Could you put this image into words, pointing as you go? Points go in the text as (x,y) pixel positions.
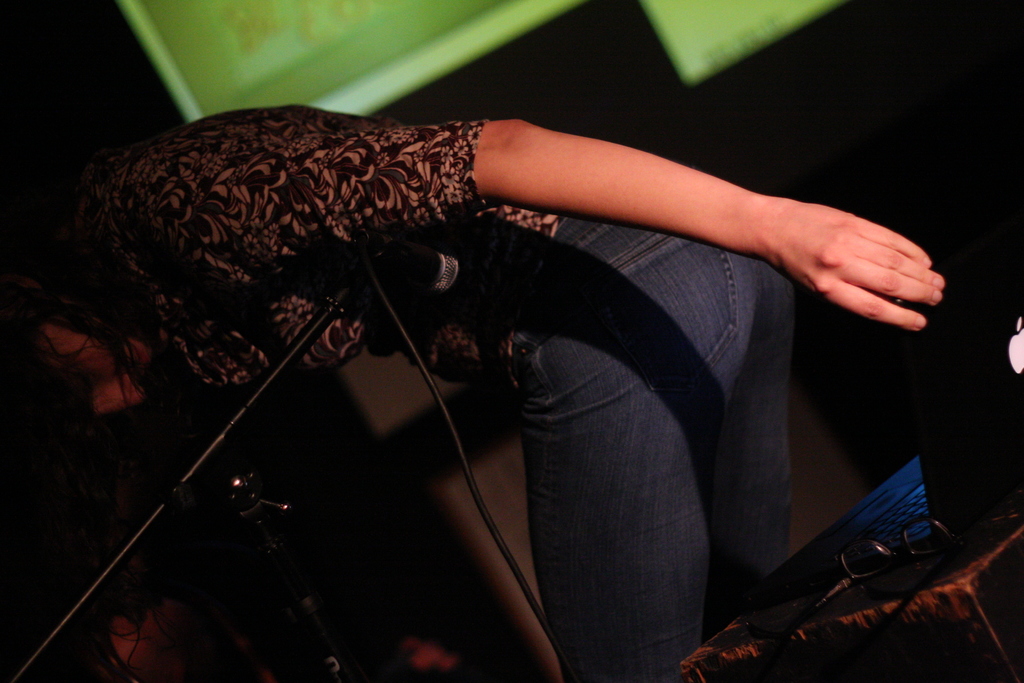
In this image I see a woman (849,305) who is reaching toward the laptop (925,310) with this hand (902,261) and I see spectacle (924,543) over here and I see the tripod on which there is a mic (412,268) and I see the wire (481,507) and it is a bit dark in the background (431,571).
